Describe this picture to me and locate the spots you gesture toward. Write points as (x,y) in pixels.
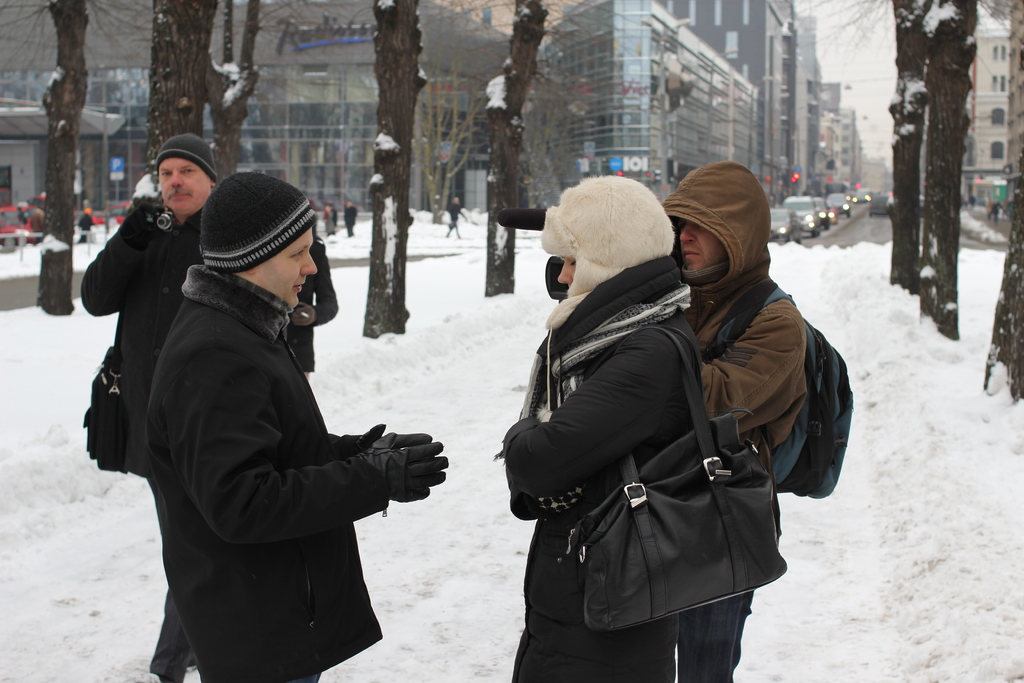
In this picture there are people (585,322) in the center of the image (349,418) and there is snow (437,264) in the center of the image (461,248), there are buildings (439,79) and trees (248,67) in the background area of the image (551,88).
